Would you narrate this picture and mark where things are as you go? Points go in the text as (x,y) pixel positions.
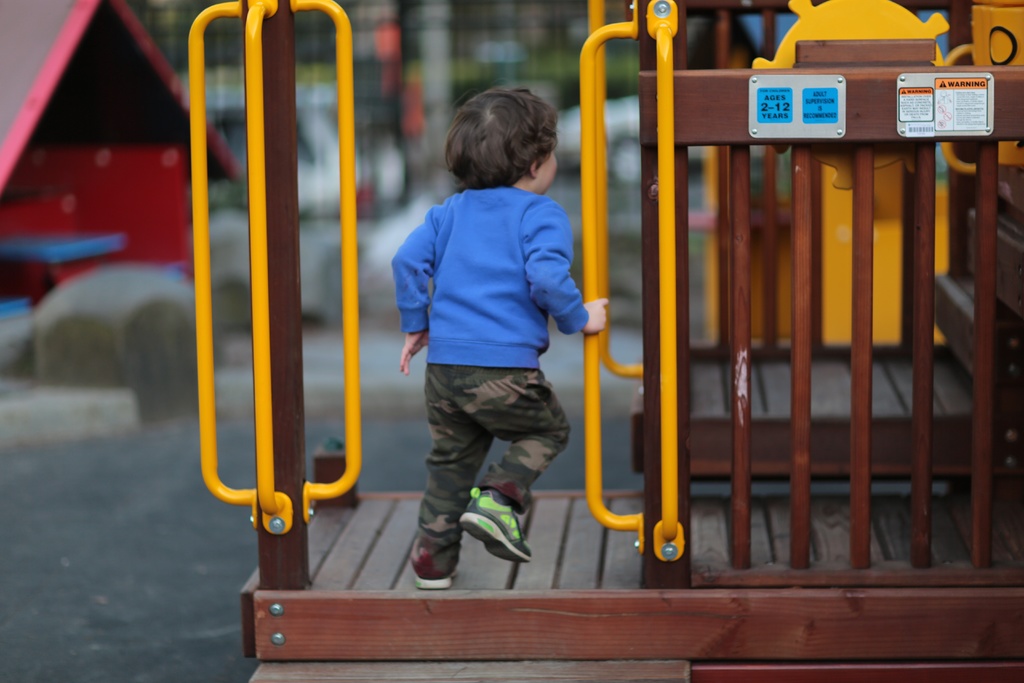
In this image there is a kid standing near the outdoor playground (534,556), and there is blur background (73,454).
